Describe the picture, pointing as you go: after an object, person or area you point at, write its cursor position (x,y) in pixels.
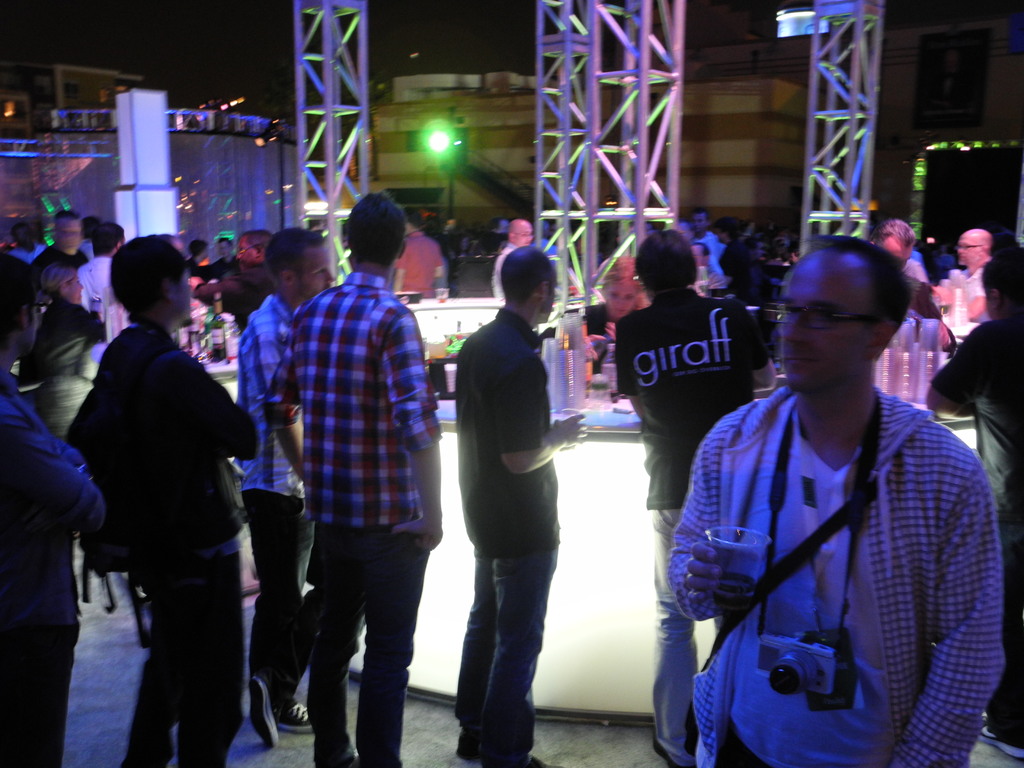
In this picture there are group of people (520,380) standing. At the back (903,337) there are glasses (893,352) and bottles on the table (458,687) and there are poles (592,137) and there is a poster (940,35) on the wall (1005,88) and there is text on the poster (980,108). At the top (231,14) there is sky (147,14) and there is a light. At the bottom (596,763) there is a floor (412,751). In the foreground (701,668) there is a person (900,608) standing and holding the glass (747,579).
